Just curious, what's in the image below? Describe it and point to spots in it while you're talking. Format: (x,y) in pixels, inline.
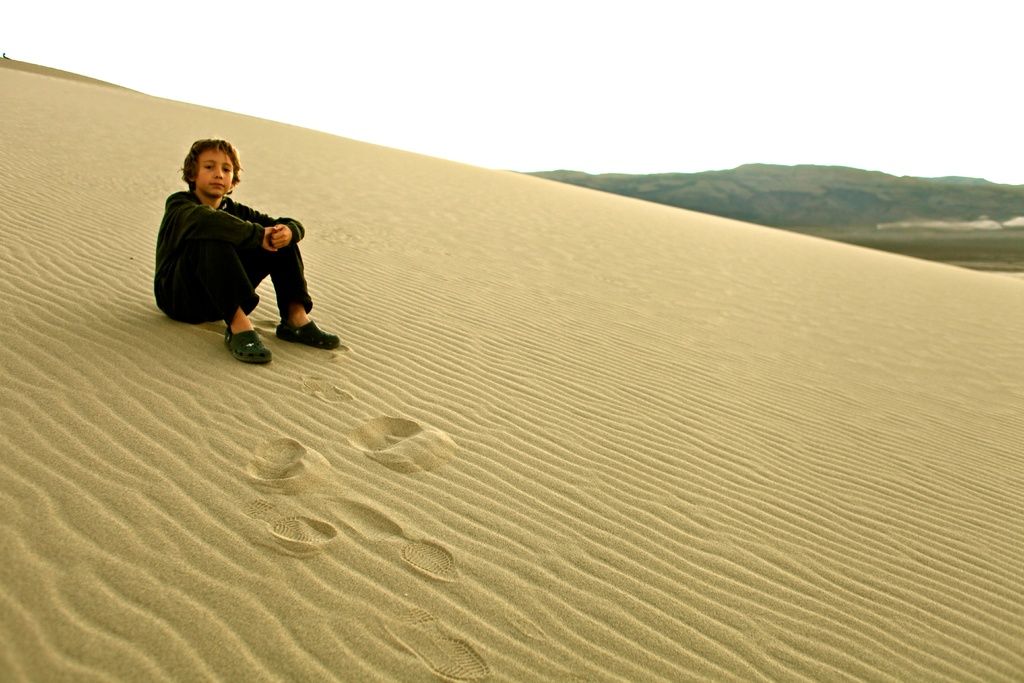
In this image there is one boy (230,273) who is sitting, at the bottom (206,467) there is sand (803,377) and in the background (850,181) there are some mountains (679,177). On the top of the image (565,97) there is sky (843,109).
